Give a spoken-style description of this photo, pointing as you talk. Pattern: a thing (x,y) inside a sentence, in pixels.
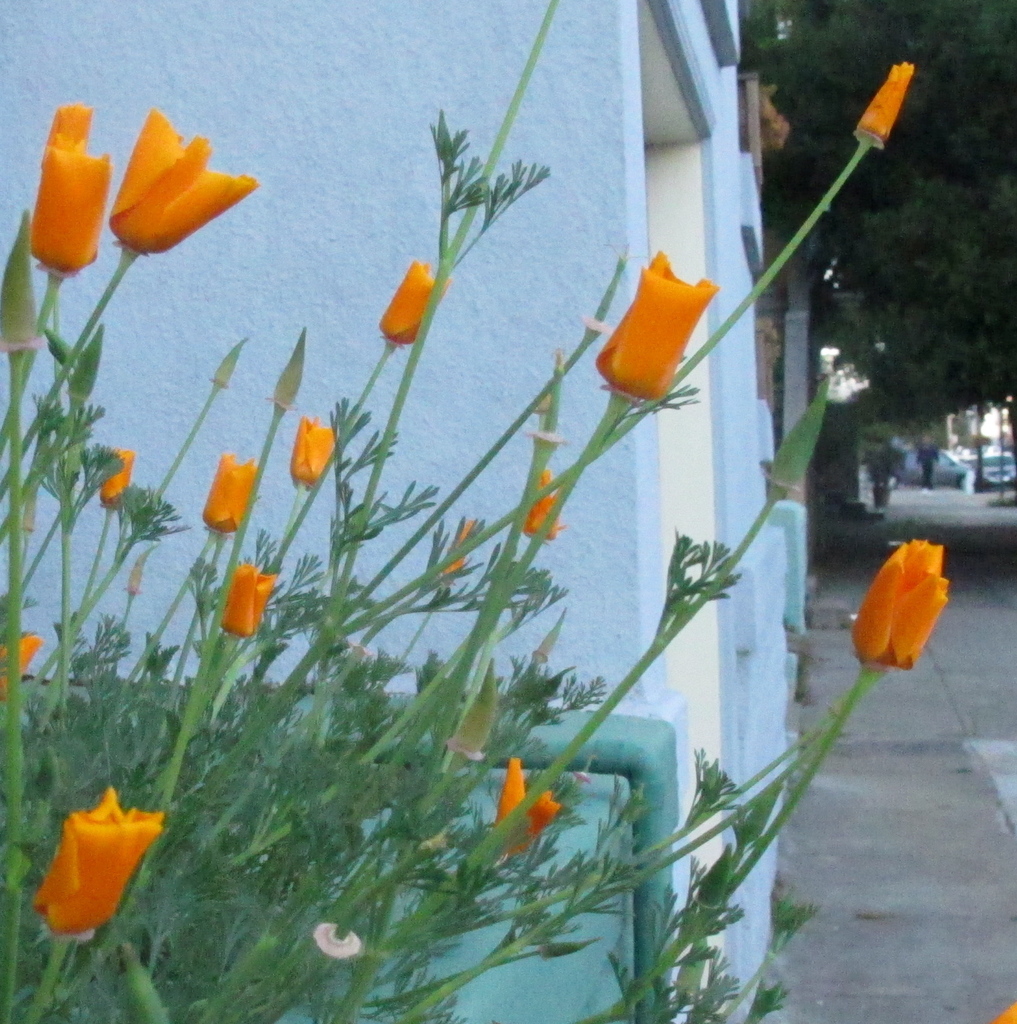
In this image I can see few flowers (108,157) in orange color. In the background (641,515) I can see few buildings (752,429), vehicles (987,484), trees (906,295) in green color and I can also see the person (928,470) walking.
